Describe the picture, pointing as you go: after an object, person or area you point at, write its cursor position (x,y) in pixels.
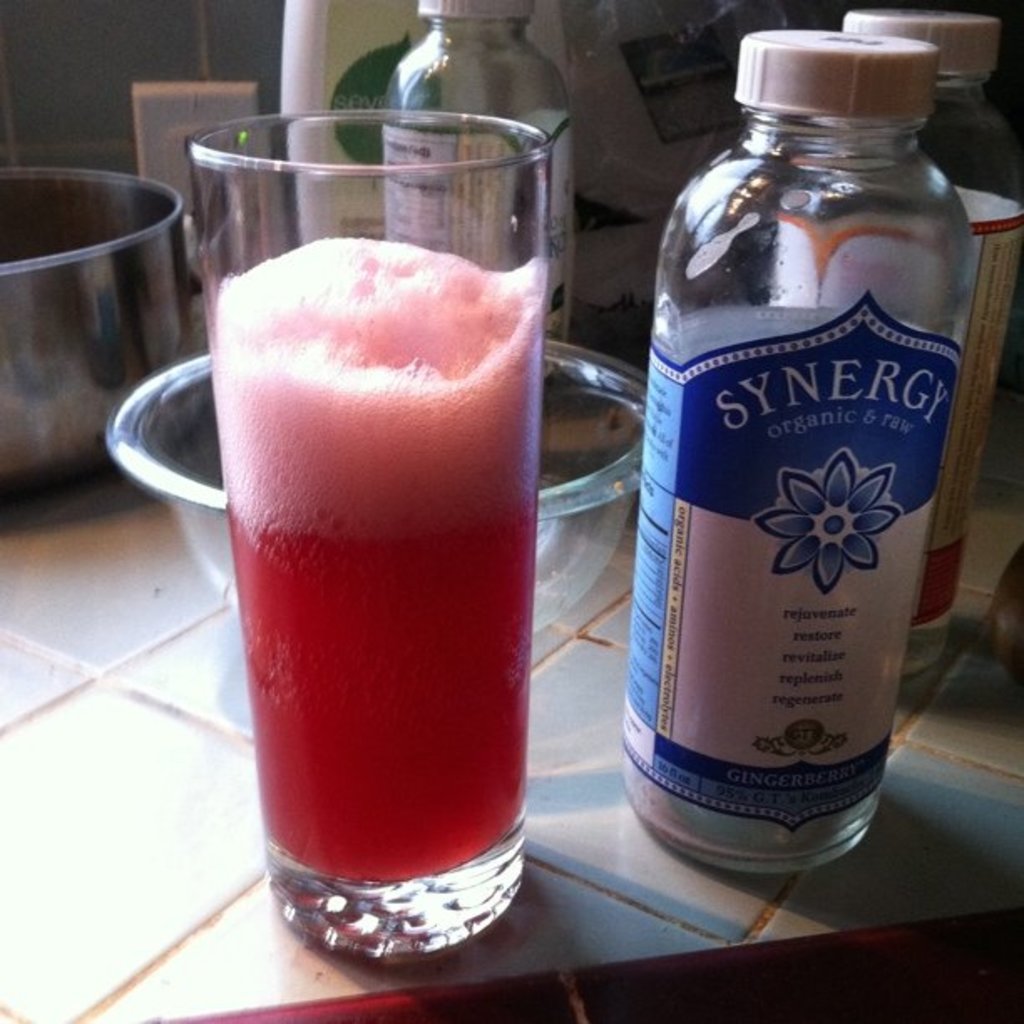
This is a picture where we have some bottles (697,594), bowl (601,528) and a glass (407,507) in which there is a drink (250,666).
